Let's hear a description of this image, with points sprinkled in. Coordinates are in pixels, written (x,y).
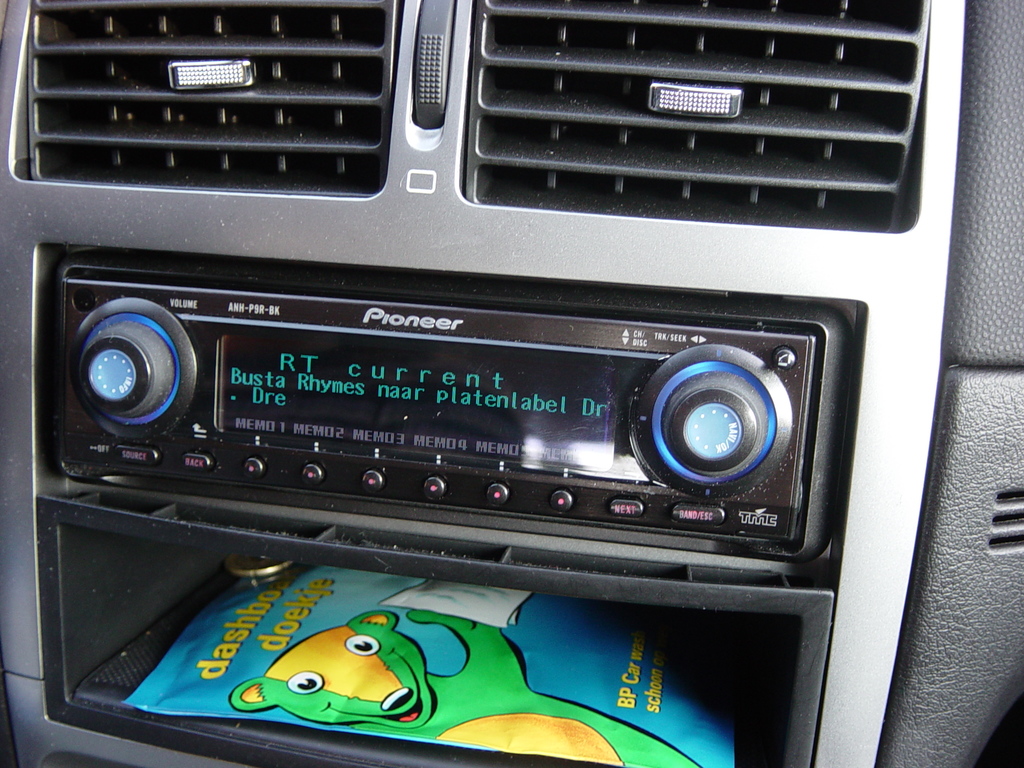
In the image we can see there is a music player (445,409) in the car (549,403) and there is AC (474,76). There is a packet (264,716) kept on which there is a cartoon (334,701) of bear (315,695) and behind there is a coin (255,573).
